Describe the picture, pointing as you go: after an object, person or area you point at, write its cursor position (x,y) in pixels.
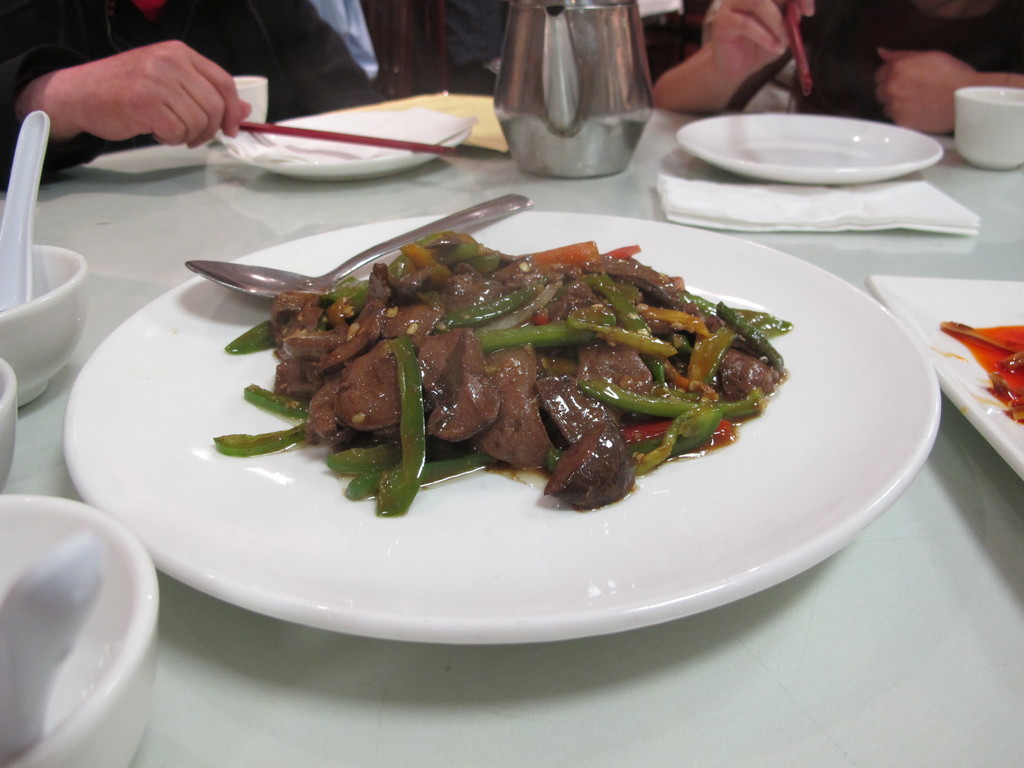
In the picture I can see people (679,75) and a white color table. On the table (876,232) I can see food items (516,452) in a plate (523,557), spoons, white color plates (845,151), bowls (44,518), tissue papers (857,197) and some other objects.
